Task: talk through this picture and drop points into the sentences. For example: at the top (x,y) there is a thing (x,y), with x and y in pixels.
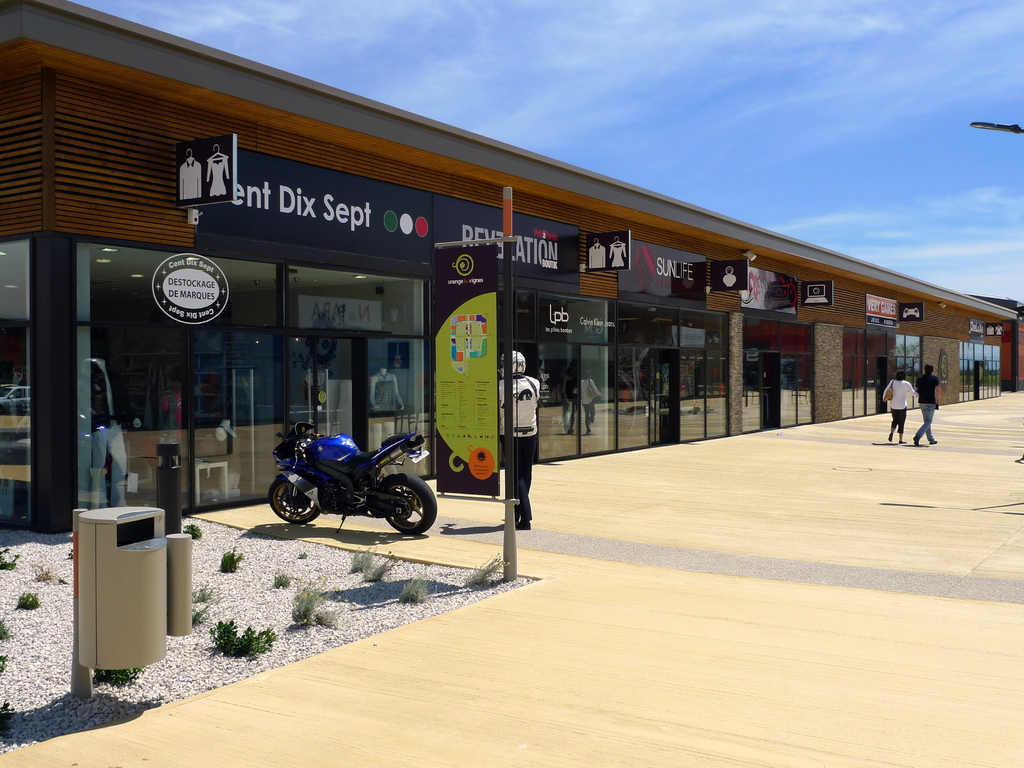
In this image in the center (524,426) there are persons (899,425) walking and standing. In the background (423,335) there is a building (673,320) and there are boards (545,265) with some text (250,205) written on it, and the sky (716,148) is cloudy and there is a bike (360,488) in the center (362,496). In the front (397,584) there are poles (510,497) and there are stones (252,611) on the ground (280,599) and there are plants (297,616).
